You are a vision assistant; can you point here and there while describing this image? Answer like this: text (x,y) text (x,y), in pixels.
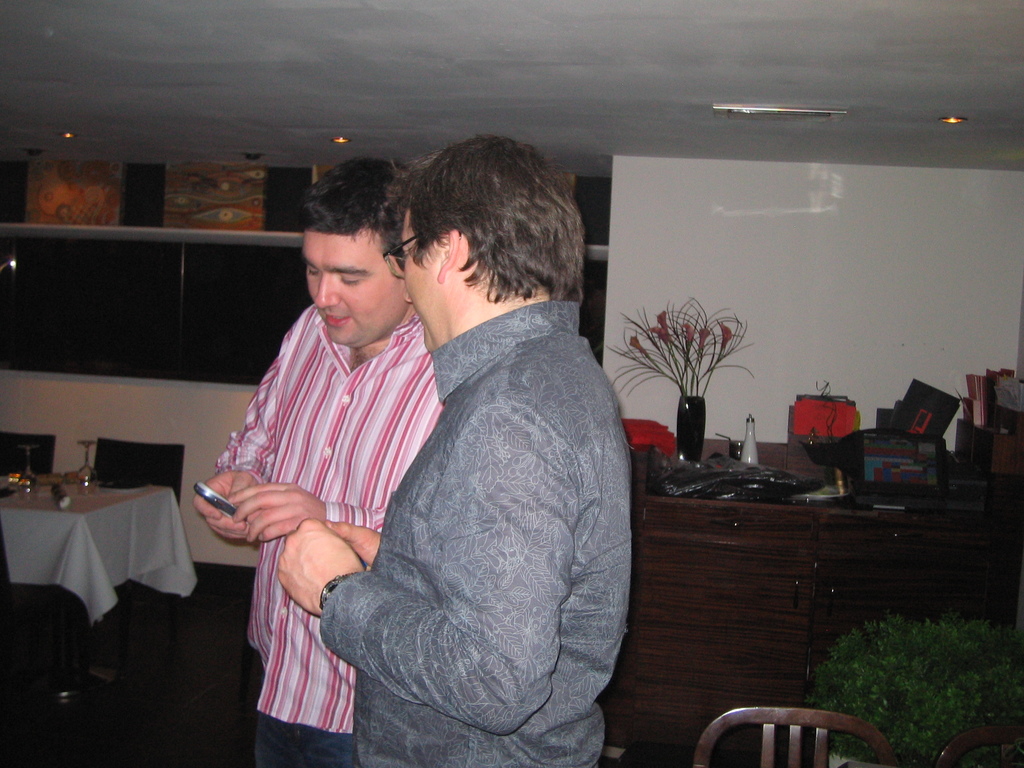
In this picture, there are two men (425,442) towards the left (316,490). A man (427,659) in the center (508,392), he is wearing a grey shirt (456,525). Beside him, there is a man (269,678) wearing a red and white shirt (325,406) and he is holding a mobile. Towards the right (840,519), there is a cabinet (818,507). On the cabinet (804,539), there are some objects (828,484). At the bottom (841,730), there is a chair (821,741) and a plant (961,698). Towards the left (37,552), there is a table (88,550). On the table (87,517), there are some glasses (88,479). On the top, there are lights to the ceiling (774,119).
